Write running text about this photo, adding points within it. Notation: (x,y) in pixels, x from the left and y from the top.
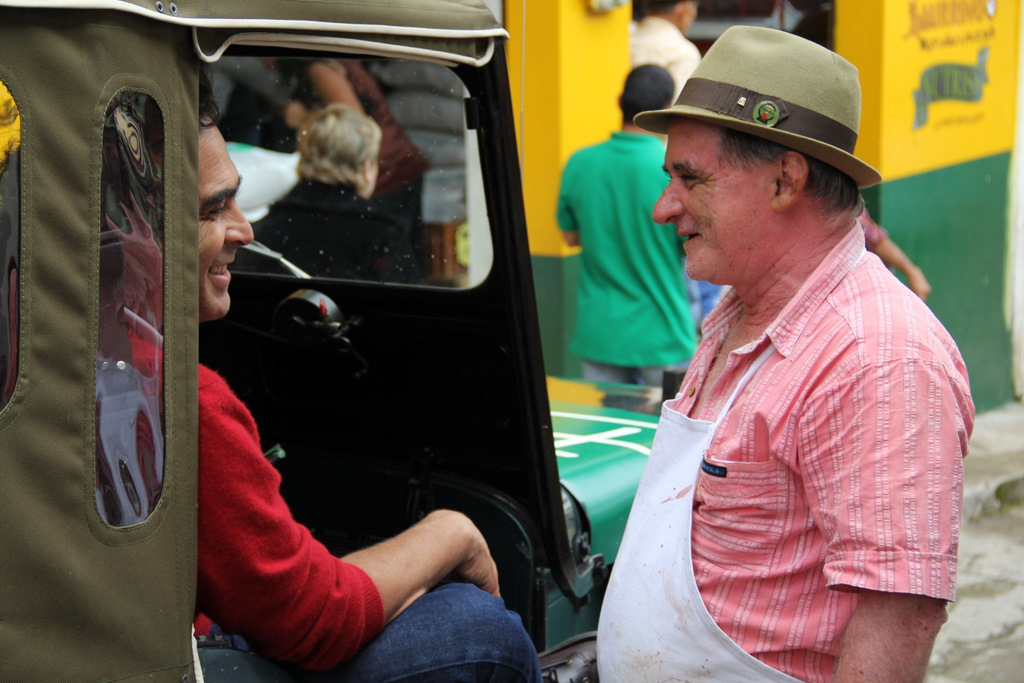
In this image there is a person (801,331) standing with a smile on his face (743,215), in front of him there is another person (202,285) sitting in the jeep (195,317) is having a smile on his face (212,286), in front of him there are a few other people (601,146) walking on the pavement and there is a pillar (619,73) and there is some painting (951,94) on the wall (921,180).
